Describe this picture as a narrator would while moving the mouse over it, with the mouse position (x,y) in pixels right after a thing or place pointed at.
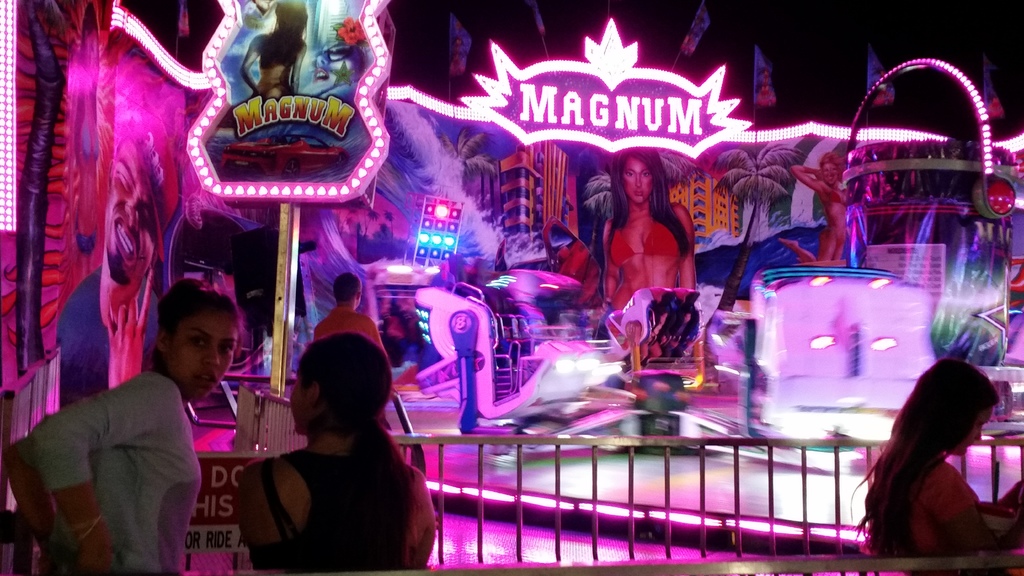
In this image there are a few people (946,497) standing, in front of them there is a railing (268,446) and a board (214,498) with some text (212,498), there are a few equipments (260,262) on the stage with colorful lights (8,135) and there are a few flags (769,70) hanging on it, there is a banner (694,167) with some images (471,159) of few people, trees (763,179), buildings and the background (1008,60) is dark.
